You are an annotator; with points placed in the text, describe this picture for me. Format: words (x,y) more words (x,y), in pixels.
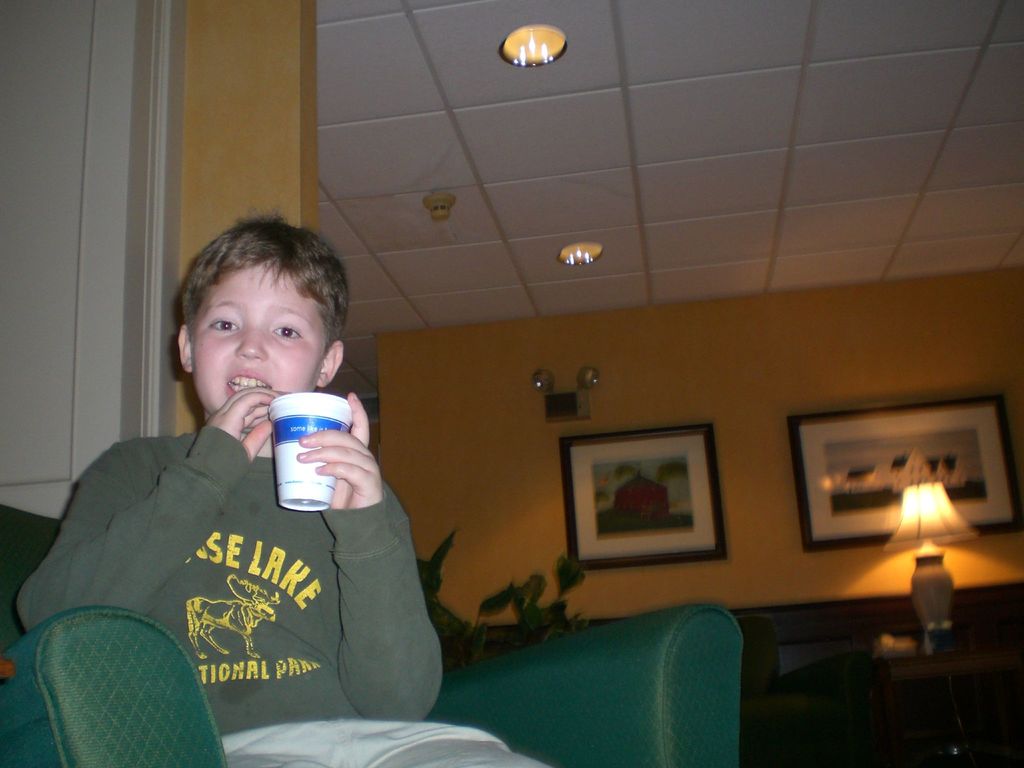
On the left side (297,633) a boy (250,669) is sitting on the sofa (731,741), he wore a t-shirt (407,653) and also holding a glass (300,485) in his hands (374,463), on the right side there is a lamp (936,584), there are photo frames (717,493) on the wall (738,513).
